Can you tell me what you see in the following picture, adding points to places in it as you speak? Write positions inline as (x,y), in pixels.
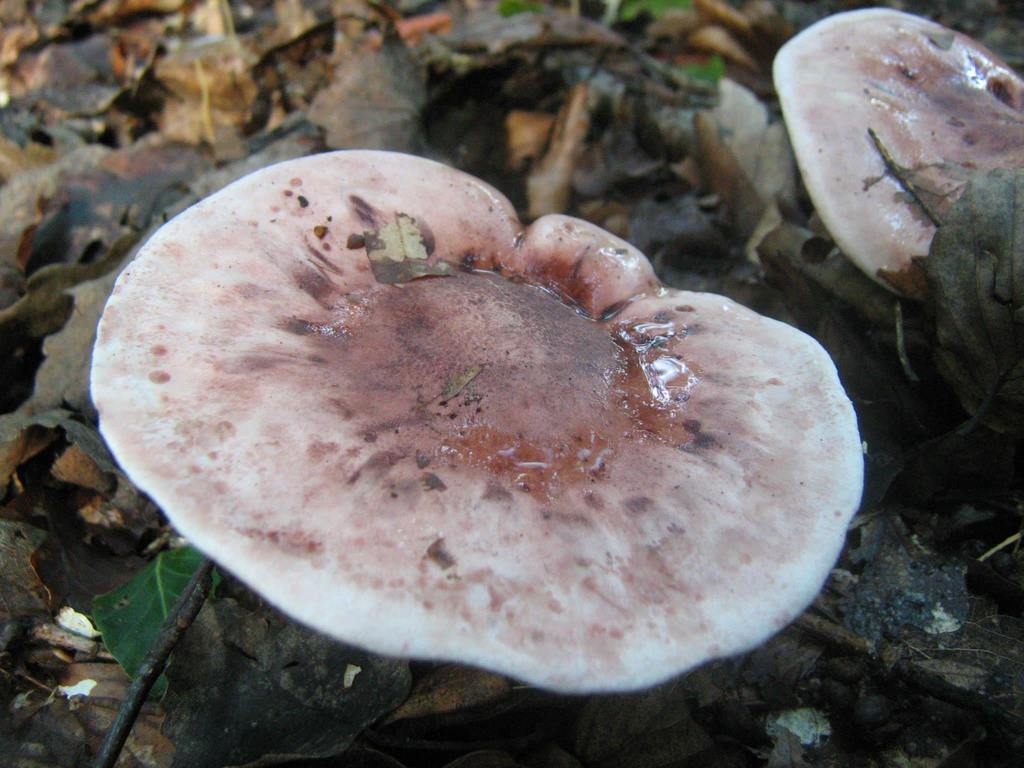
This is the zoom-in picture of a mushroom (438,302). Background of the image (1,306) dry leaves (136,165) are present.
